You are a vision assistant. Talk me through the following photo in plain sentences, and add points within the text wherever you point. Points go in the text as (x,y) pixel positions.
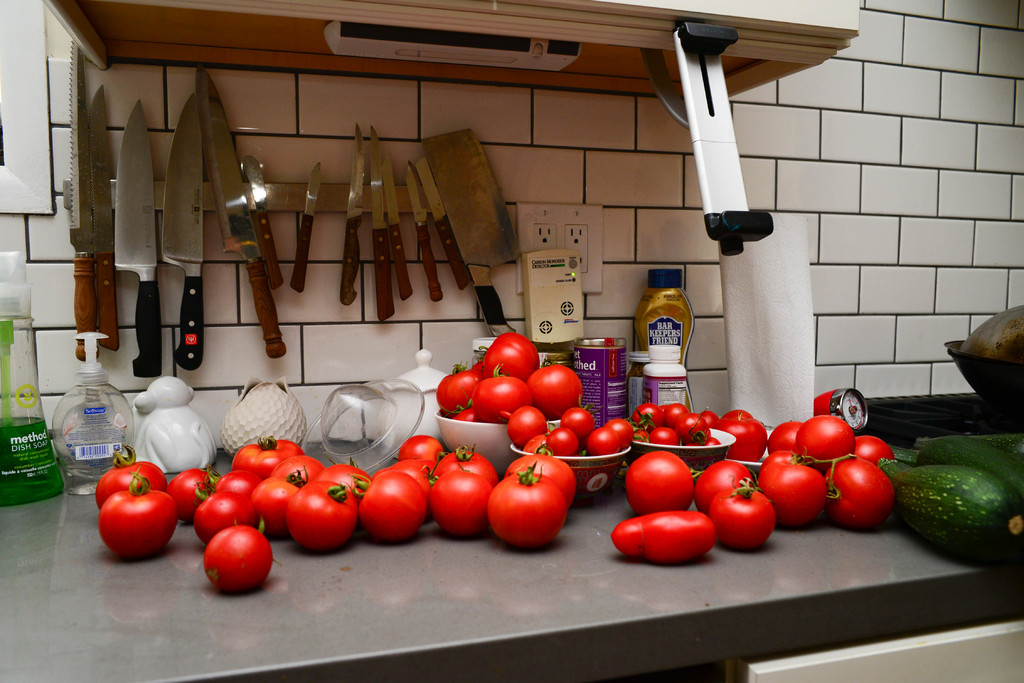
In the foreground of the picture (369,632) there is a table (571,600), on the table (483,554) there are tomatoes (403,502), bowls (461,435), pots (276,405), bottles (72,409), hand wash (116,398), vegetables (935,460) and other objects (246,406). In the center of the picture (493,289) there are knives (266,204). At the top (223,29) there is a cabinet (650,39).
